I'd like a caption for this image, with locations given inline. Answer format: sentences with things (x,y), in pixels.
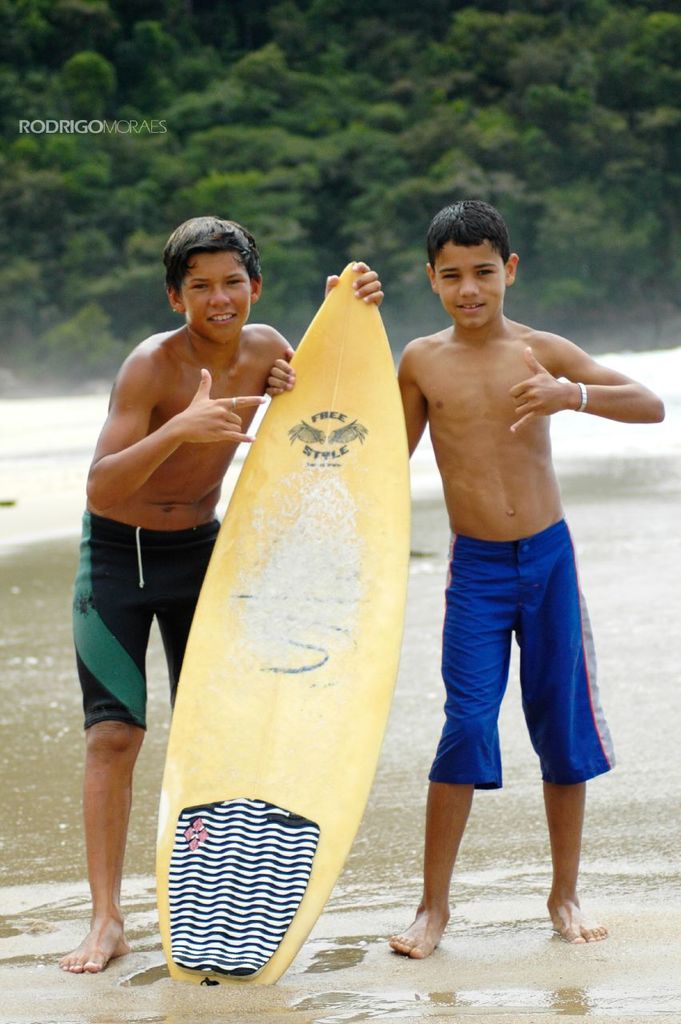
In this picture there are two boys (145,480) standing and holding a surfboard (305,704). Surfboard (318,728) is yellow in color. Some trees (308,167) are visible in the background (197,147).
